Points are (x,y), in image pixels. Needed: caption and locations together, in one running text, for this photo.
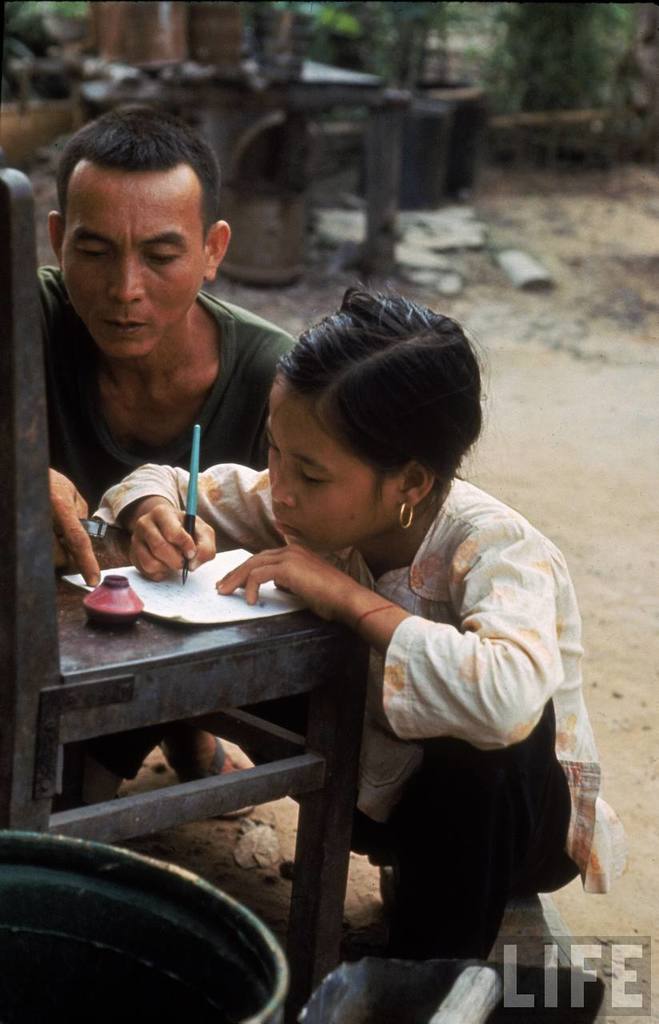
In this picture there is a chair (60,709) on the left side of the image (27,691) and there is a girl (324,372) and a man (256,390) those who are sitting in the center of the image (306,524), the girl (554,570) is writing on the paper (189,601), by placing it on the chair (252,622) and there are trees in the background area of the image (330,1).
